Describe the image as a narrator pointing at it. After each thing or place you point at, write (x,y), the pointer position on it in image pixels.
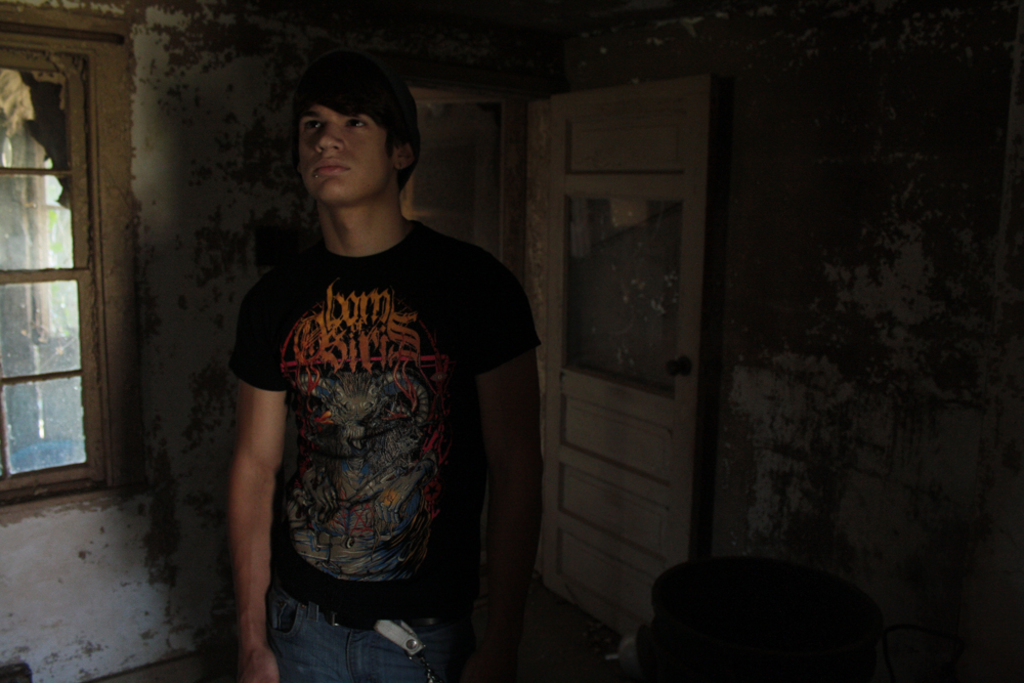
In the picture we can see a man (320,325) standing inside the house (530,649), he is in a black T-shirt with some designs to it and behind him we can see a part of the window (75,449) and a door (682,327) which is opened.
